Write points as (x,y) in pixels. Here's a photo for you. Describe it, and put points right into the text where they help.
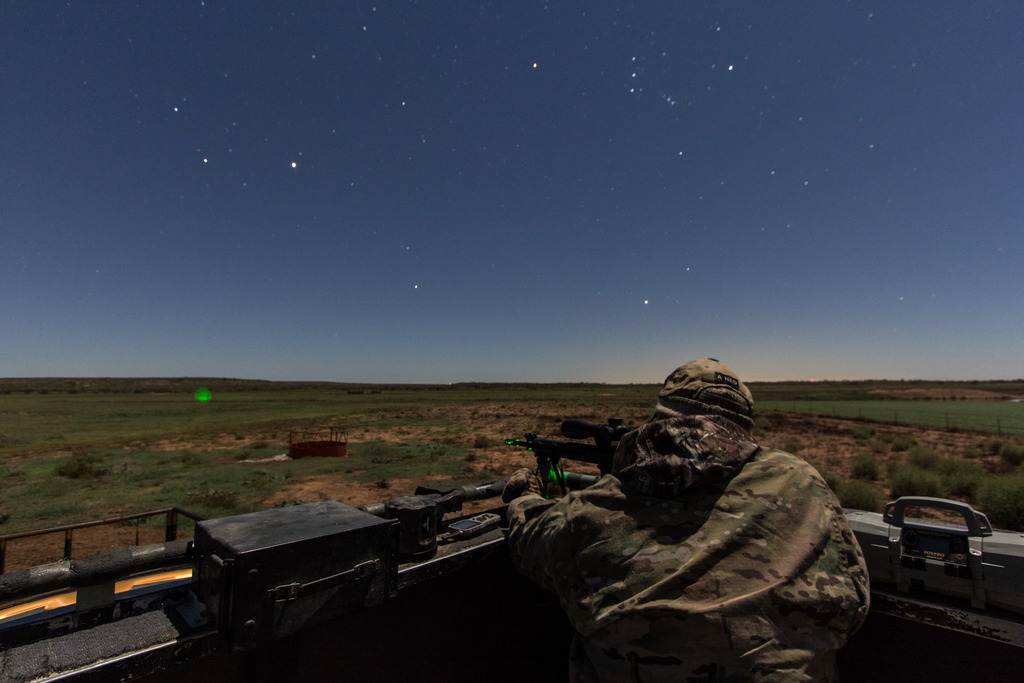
In this image we can see a person (663,501) and other objects (937,587). In the background of the image (340,433) there is the grass (269,402) and rocky surface (501,428). At the top of the image (649,155) there is the sky (619,142).
